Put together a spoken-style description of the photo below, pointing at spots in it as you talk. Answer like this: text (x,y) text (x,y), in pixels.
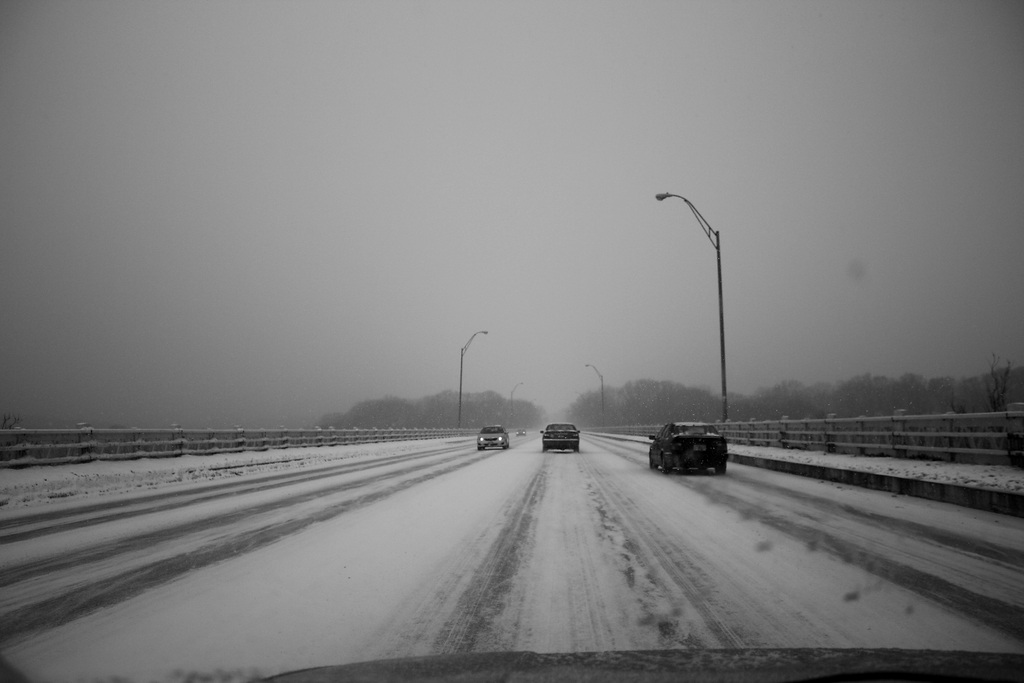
It is a black and white image there are few vehicles (570,435) moving on the road (573,514) and on the either side of the road (578,501) there are street lights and in the background (714,399) there are few trees (699,408).
